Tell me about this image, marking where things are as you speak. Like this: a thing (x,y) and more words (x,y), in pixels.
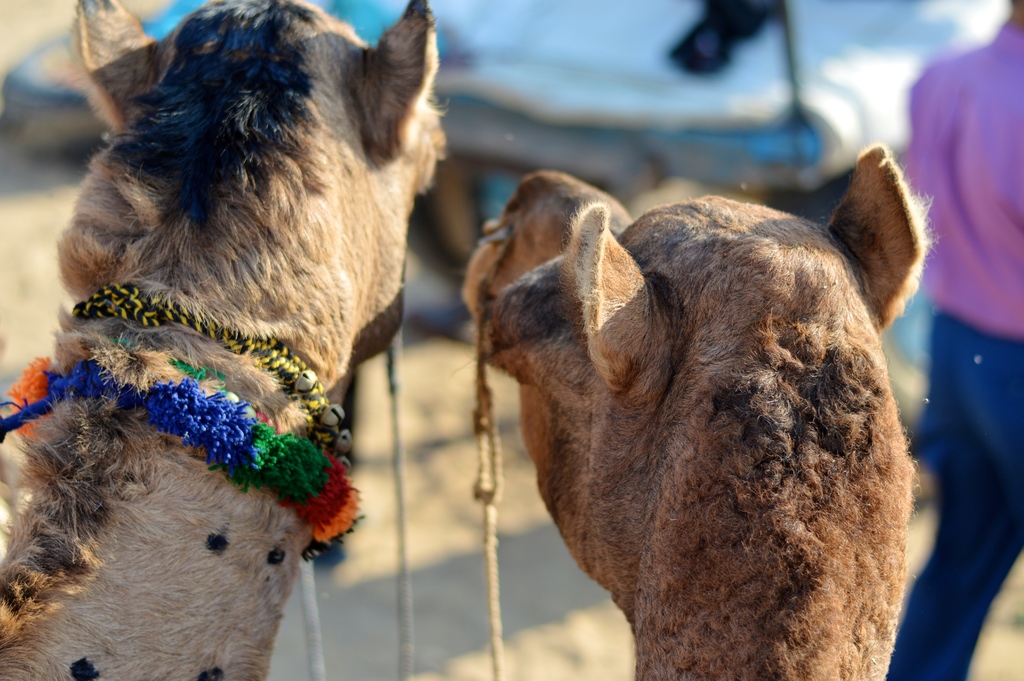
In the image I can see two camels (265,388), among them a camel (178,648) has some band (305,505) around the neck (65,560) and to the side there is a person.
